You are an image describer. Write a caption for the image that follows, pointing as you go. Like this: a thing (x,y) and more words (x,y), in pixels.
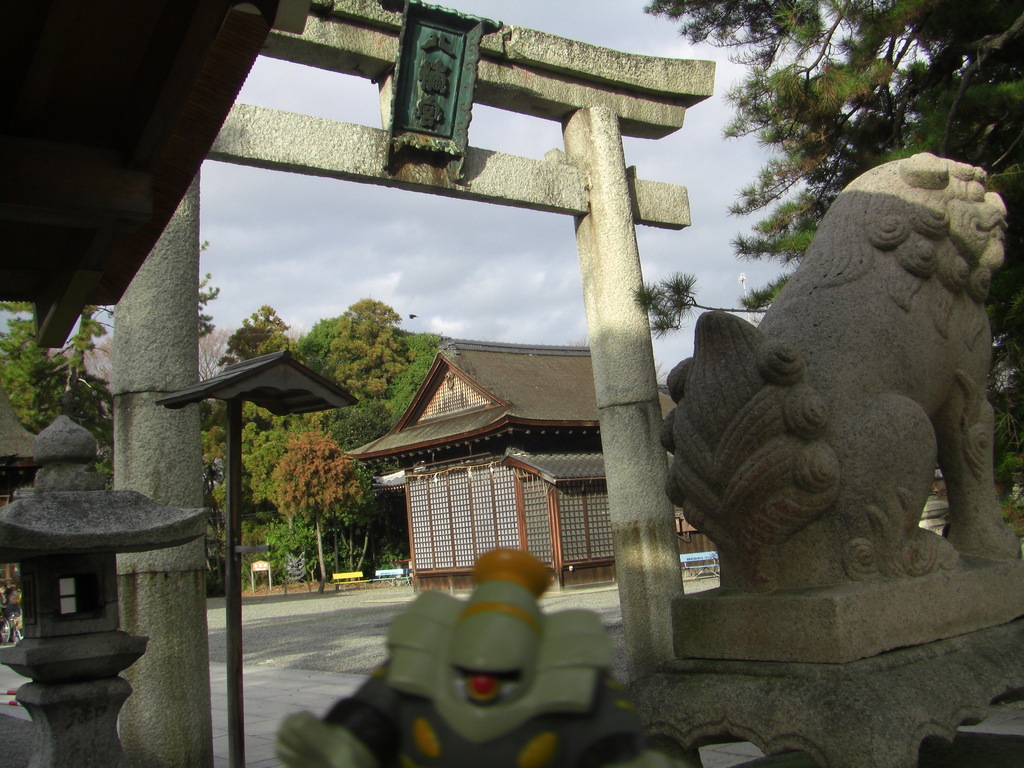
In this image there is a statue (883,361) on the right side (880,404) and there is a arch (633,331) beside it. In the middle (451,506) there is a house (462,443) and there are trees (325,477) around it. At the top (338,221) there is sky (349,228).
